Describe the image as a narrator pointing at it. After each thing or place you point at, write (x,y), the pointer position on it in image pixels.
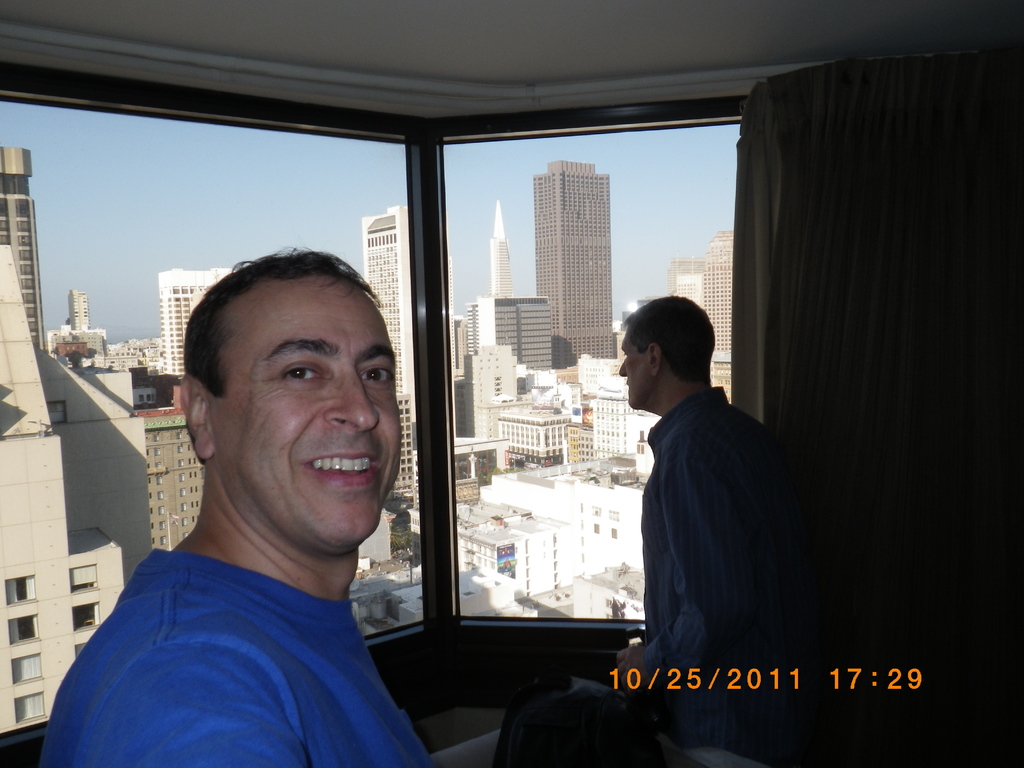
In this image I can see a man (322,735) smiling, wearing a blue t shirt (322,735). A person (752,611) is standing on the right (711,594) and there is a glass window (157,210) in the center (569,395) through which I can see buildings (601,319) and sky (202,220) at the top (160,220). The date and time (857,679) is mentioned on the right (786,686).
